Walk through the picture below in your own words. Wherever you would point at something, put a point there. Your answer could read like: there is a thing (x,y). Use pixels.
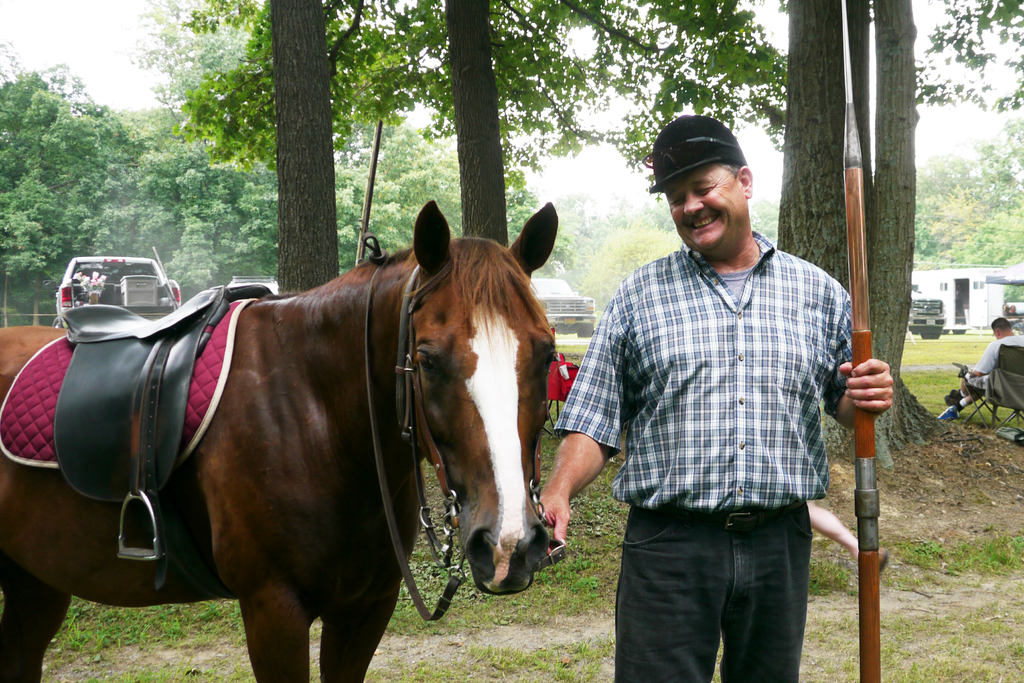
In this image there is a person (564,411) who is wearing white color shirt (727,450) catching horse (524,489) in his right hand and holding something in his left hand (890,376) and at the background of the image (797,155) there are trees (816,155) and cars (578,317).
